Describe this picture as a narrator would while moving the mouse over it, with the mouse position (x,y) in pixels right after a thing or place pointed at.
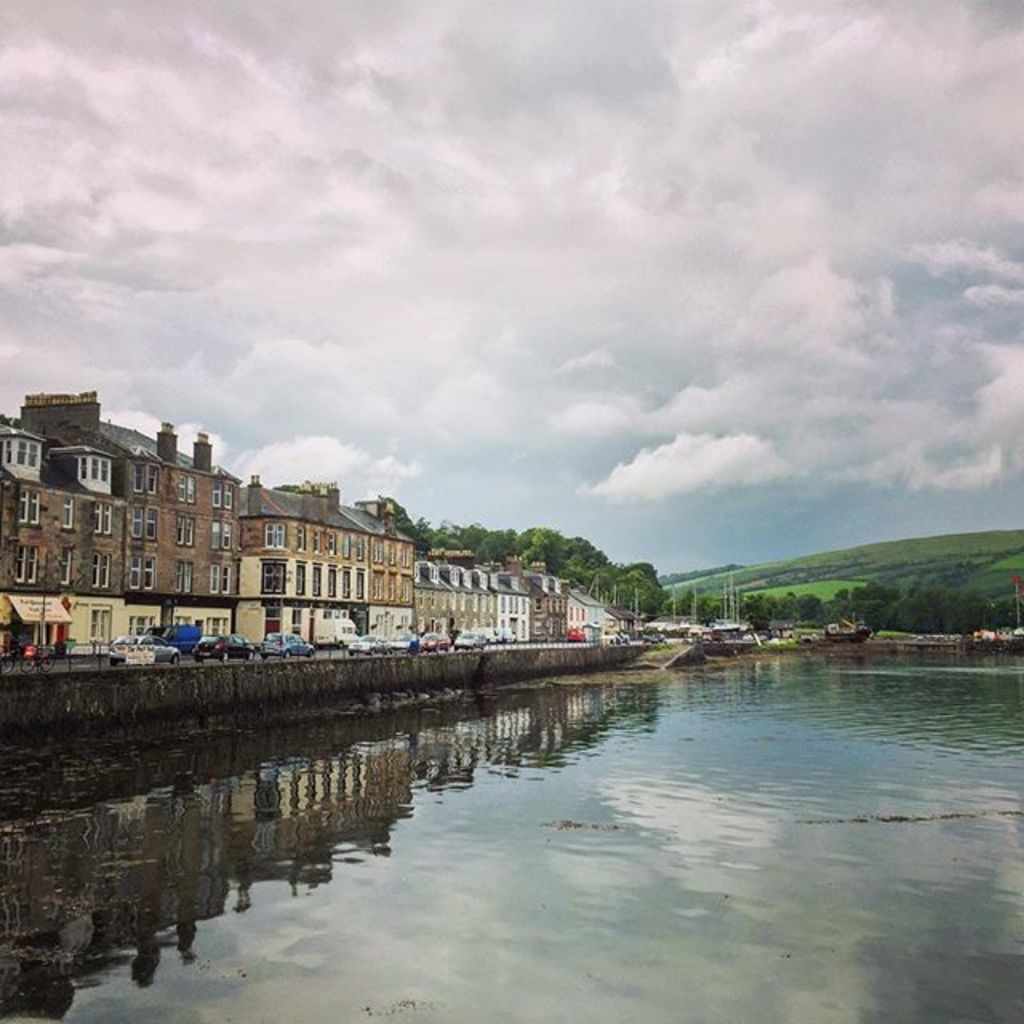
In this picture we can observe a lake (490,840). There are some cars (213,649) on the road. We can observe some buildings (250,561). In the background (478,555) there are trees (574,557) and a hill (837,578). We can observe a sky (469,291) with some clouds (465,242).
